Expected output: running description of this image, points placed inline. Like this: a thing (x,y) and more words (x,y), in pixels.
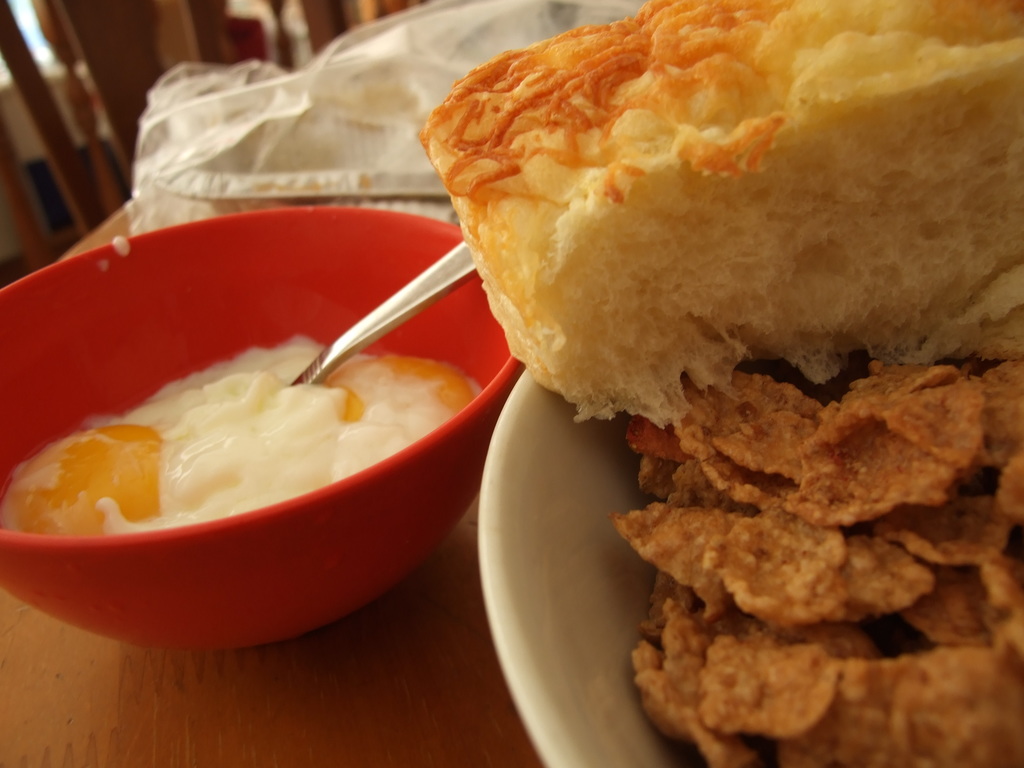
In this image I can see the food (620,370) with bowls (481,426). I can see the food (366,399) is in brown, white and yellow color and the bowls (339,538) are in red and white color. These are on the brown color surface (423,702). To the side I can see the white color object (156,144).
